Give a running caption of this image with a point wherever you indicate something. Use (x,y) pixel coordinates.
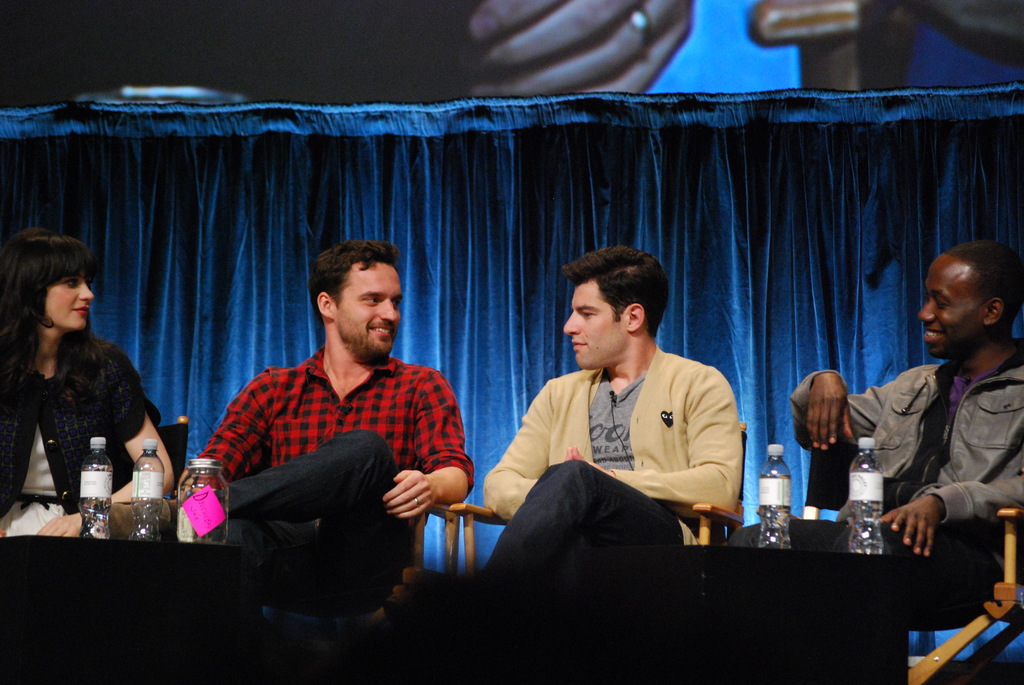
In this picture we can see there are four people (975,463) sitting on chairs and in front of the people (263,378) there are tables (795,568) and on the tables (825,573) there are bottles (137,522) and a jar (199,505). Behind the people (340,530) there is a curtain (487,274).
